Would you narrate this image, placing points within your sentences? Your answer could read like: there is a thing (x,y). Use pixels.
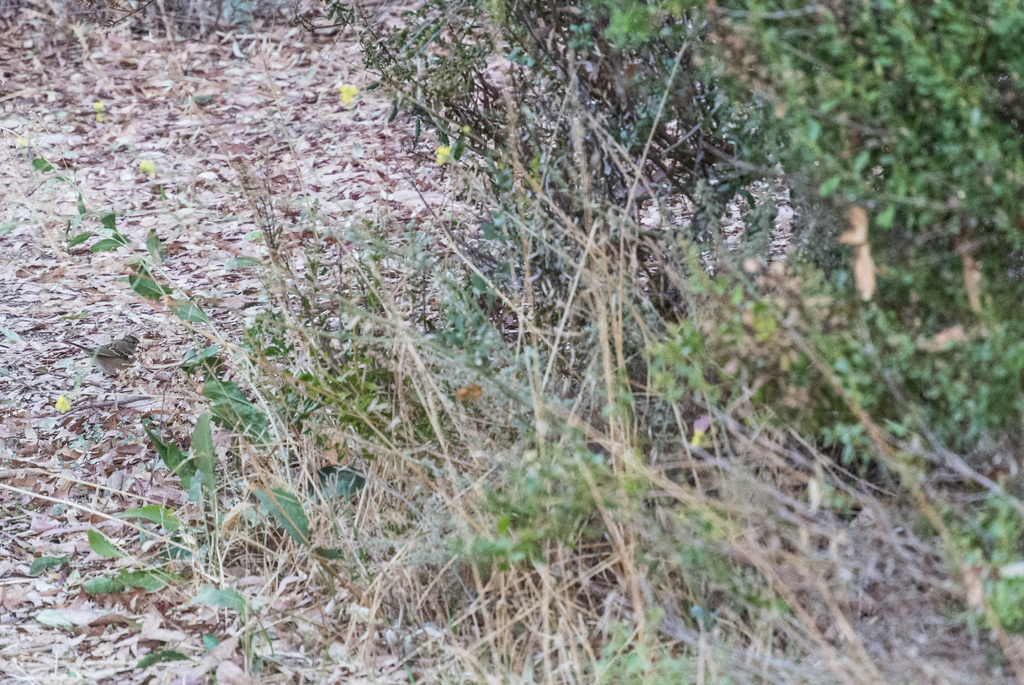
As we can see in the image there are plants (267,350) and yellow color flowers (349,99).
